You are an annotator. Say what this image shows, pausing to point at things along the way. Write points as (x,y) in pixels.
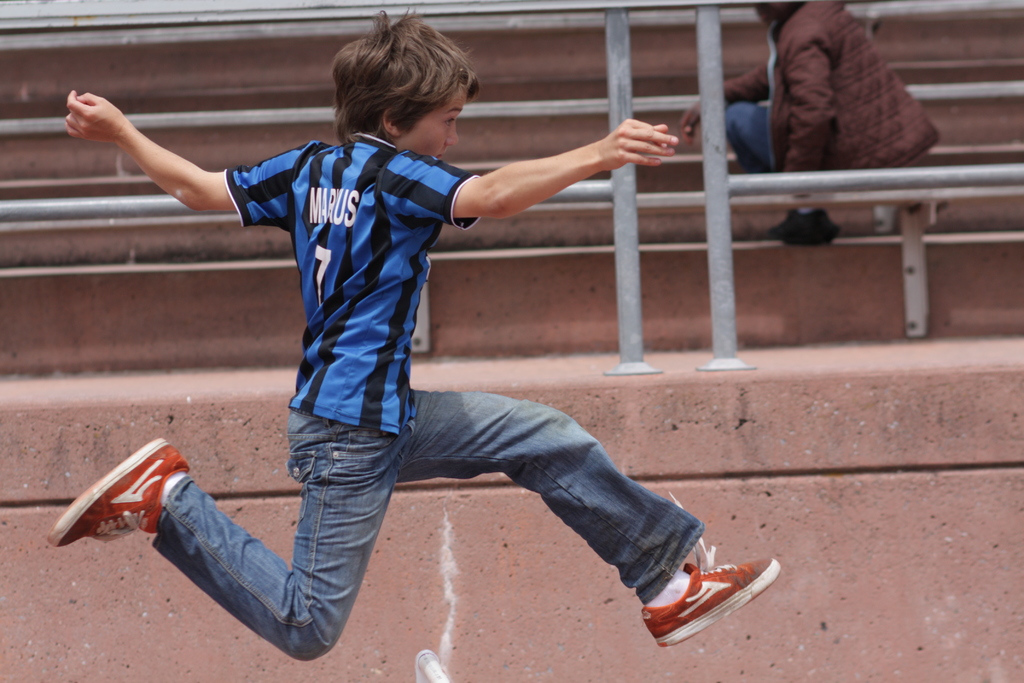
In this image I can see a person (312,263) in air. The person (409,295) is wearing blue and black color shirt (368,275) and blue color pant (360,560). Background (861,78) I can see the other person (752,127) sitting wearing brown jacket (842,82), blue pant (746,119).
